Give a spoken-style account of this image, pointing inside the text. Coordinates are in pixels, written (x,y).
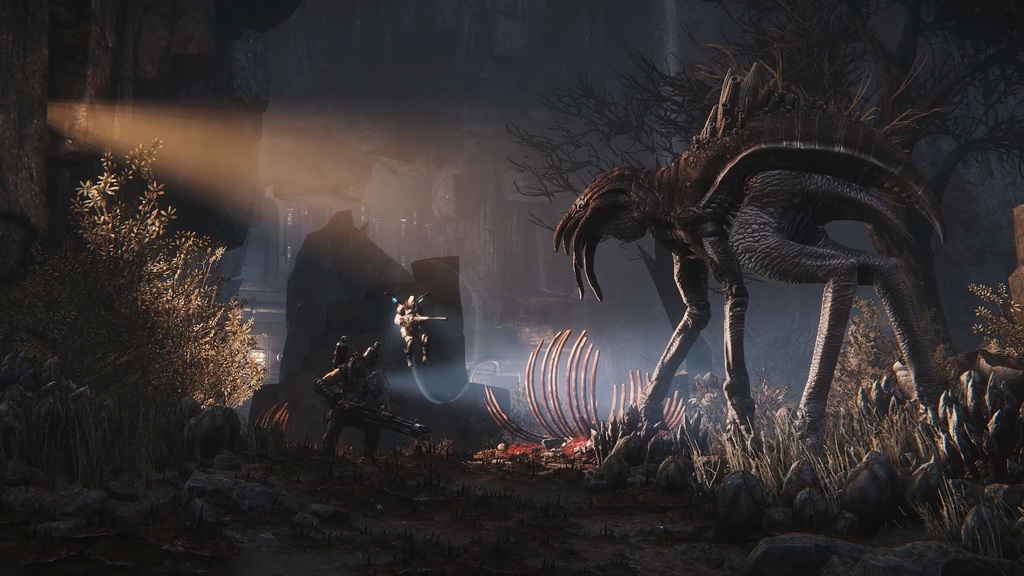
In this picture I can see there is a animal (743,287) here and there are two persons (349,358) standing here and there is a plant (124,296) and there are buildings (321,226) in the backdrop (283,239).
